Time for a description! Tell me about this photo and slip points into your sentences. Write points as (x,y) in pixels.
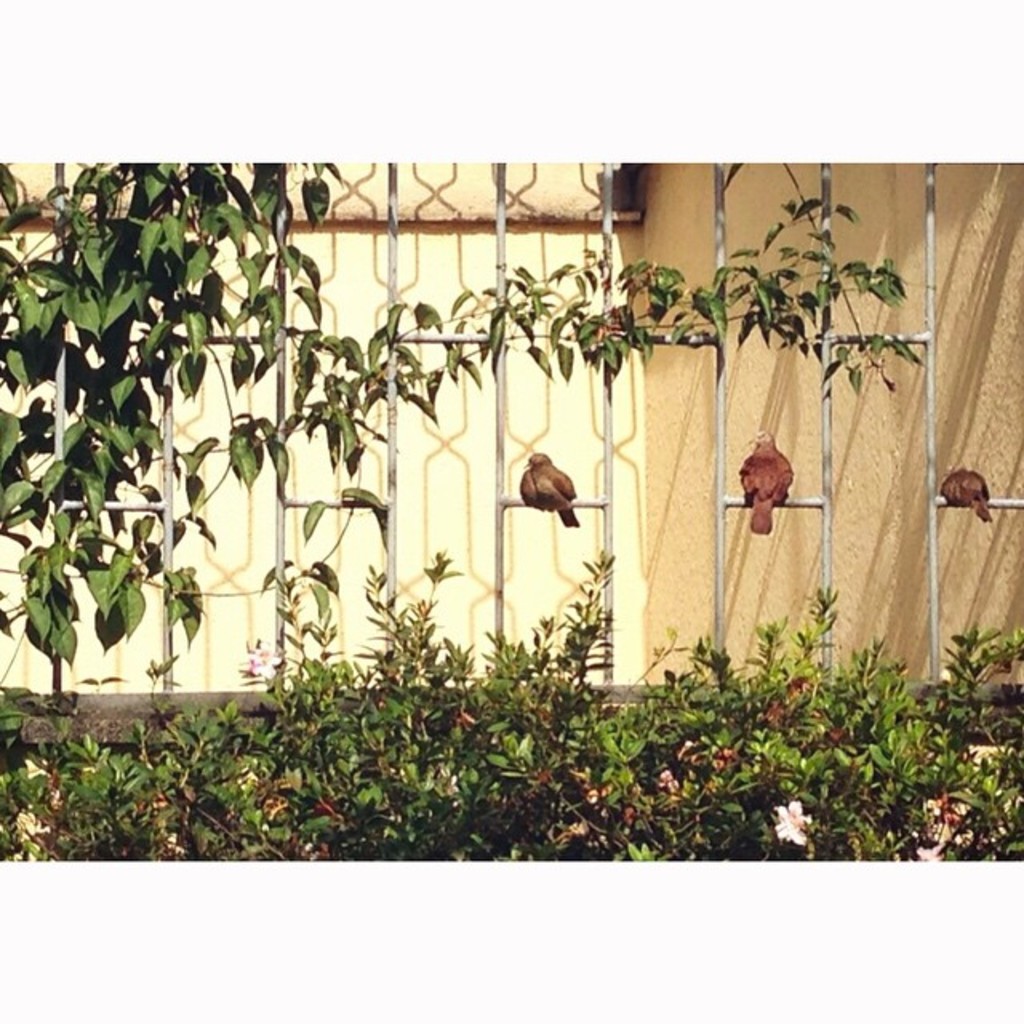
At the bottom of the image (599,736) there are plants (587,762) with leaves (631,752) and a flower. Behind them there is a railing (929,179) with birds (772,476) are standing on it. And also there is a plant (204,229) with leaves (146,210). Behind the railing (929,391) there is a wall (685,414).
